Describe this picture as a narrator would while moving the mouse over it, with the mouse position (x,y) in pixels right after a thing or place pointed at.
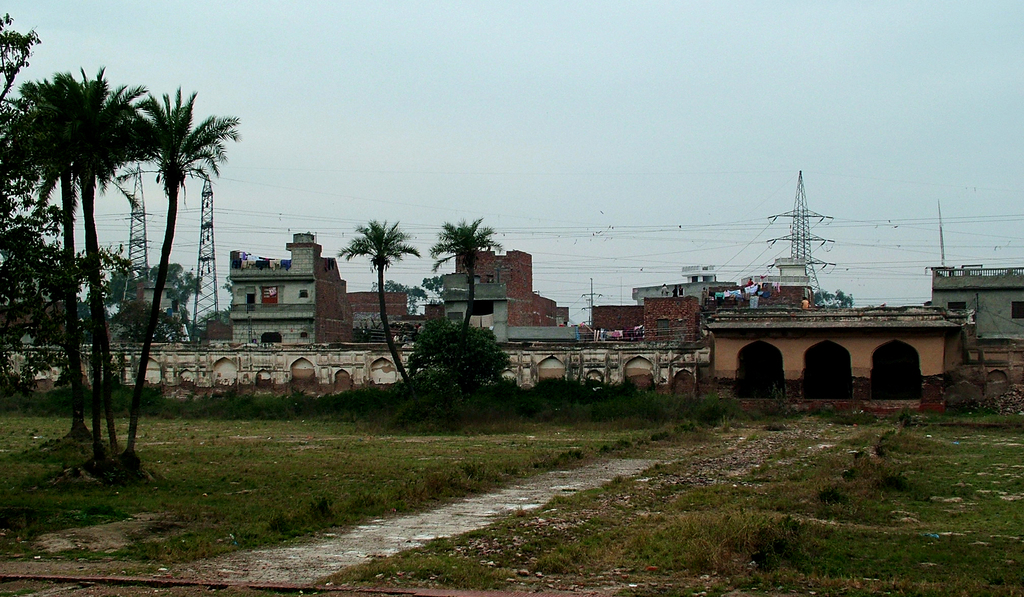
In this image there is the sky (605,90), there are wires (636,235), there are towers (797,208), there are houses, there is the wall (343,345), there are plants (485,352), there are trees (468,235), there is grass (182,418), there is a building (995,305) truncated towards the right of the image (976,279), there is a tree (25,197) truncated towards the left of the image (42,282).
